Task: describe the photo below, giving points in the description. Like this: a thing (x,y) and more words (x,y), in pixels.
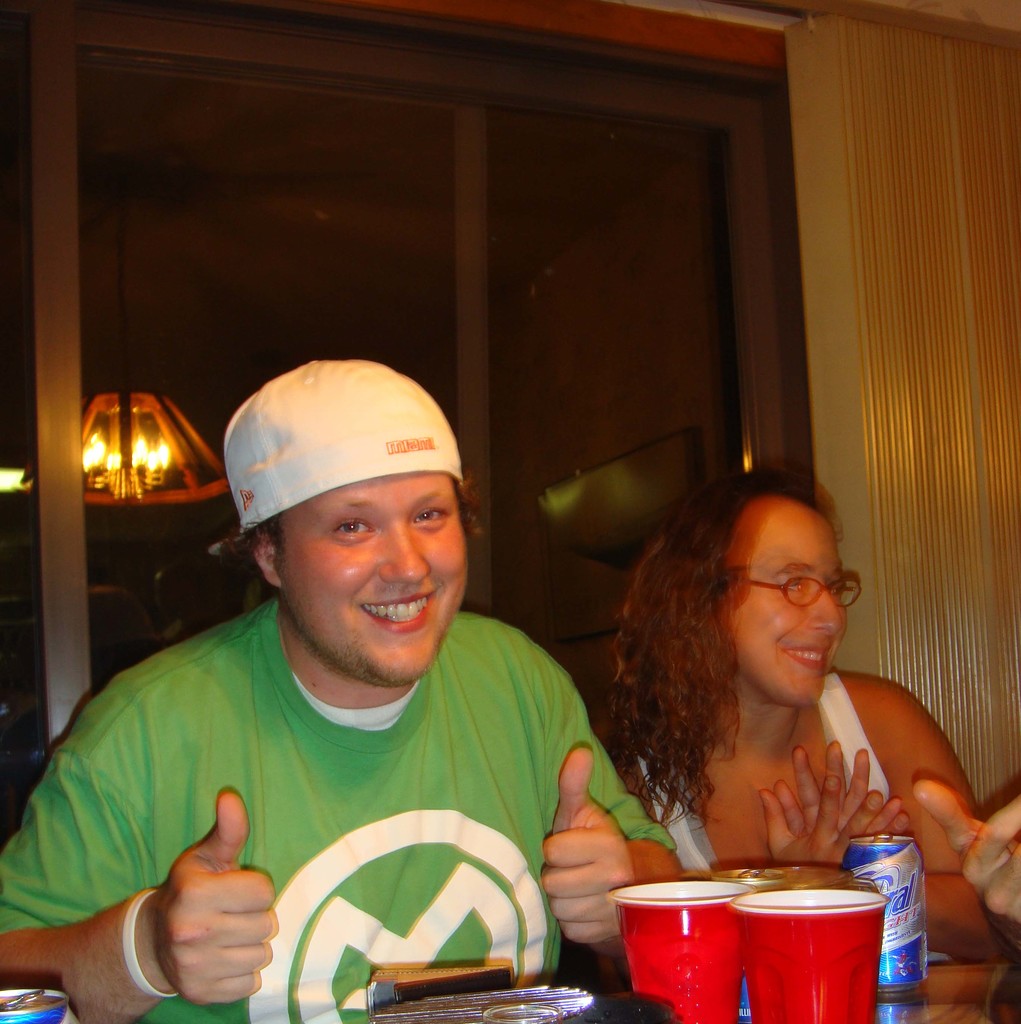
In this image I can see two persons (453,792) and I can also see smile on their faces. In the front of them I can see few glasses (778,913), few cans (882,966) and few other stuffs (445,1002). On the left side of this image (115,479) I can see few lights (169,453) and in the front (220,801) I can see one person (258,708) is wearing a white colour cap (242,418).
